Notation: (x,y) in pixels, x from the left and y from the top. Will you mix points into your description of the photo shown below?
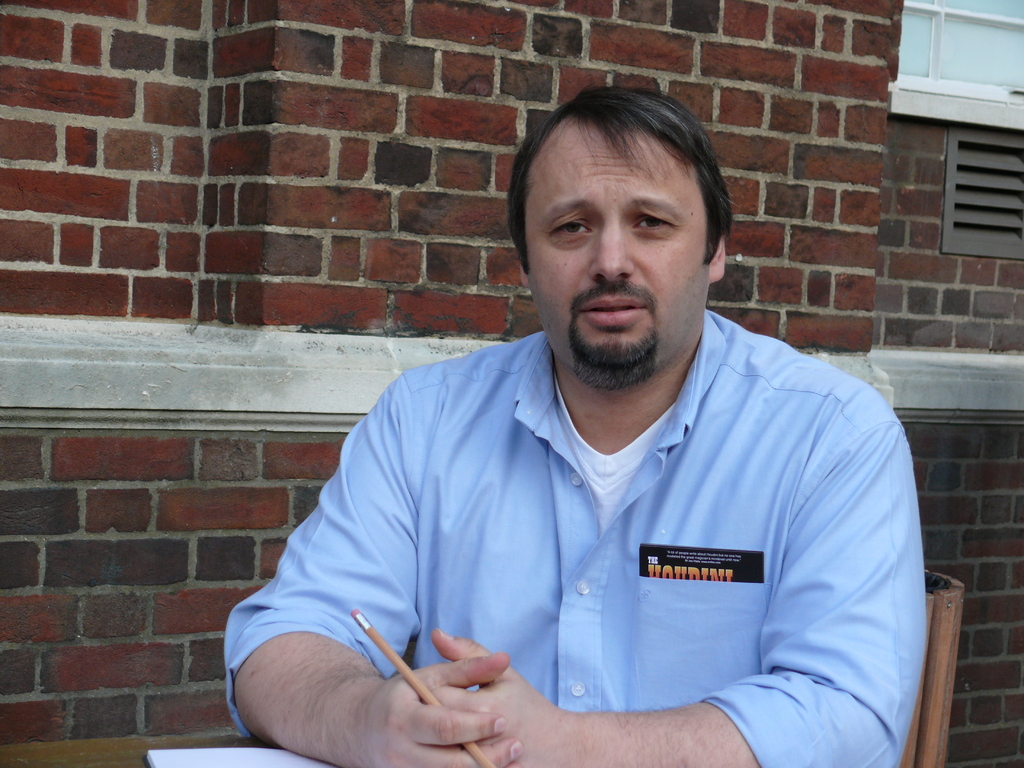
In this image in the front (686,539) there is a person (758,448) sitting on a chair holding a pencil (412,674) in his hand (452,681). In the background (509,130) there is a wall (801,179) which is red in colour and there is a window (952,58). In the front (160,757) on the table (95,752) there is a paper (206,755) which is white in colour.
